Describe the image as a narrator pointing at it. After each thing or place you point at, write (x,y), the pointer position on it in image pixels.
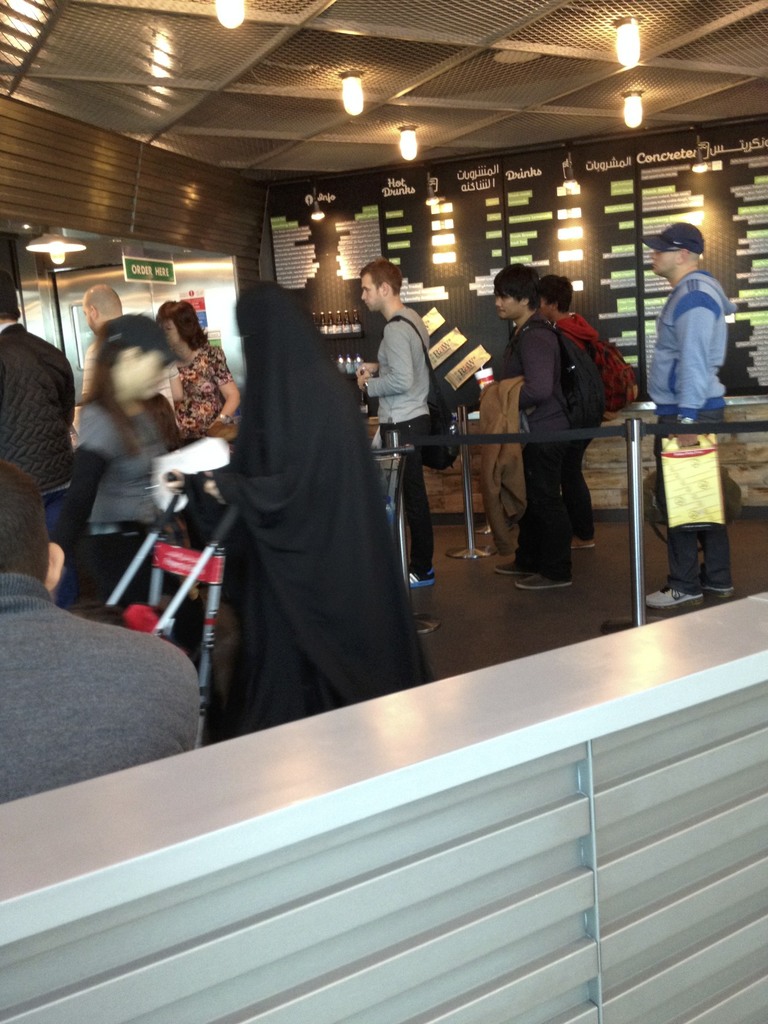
In this image in front (700,889) there is a metal fence (465,809). There are people (344,477) standing on the floor (549,592). On top of the image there are lights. In the background of the image (590,198) there is a board (635,210).
